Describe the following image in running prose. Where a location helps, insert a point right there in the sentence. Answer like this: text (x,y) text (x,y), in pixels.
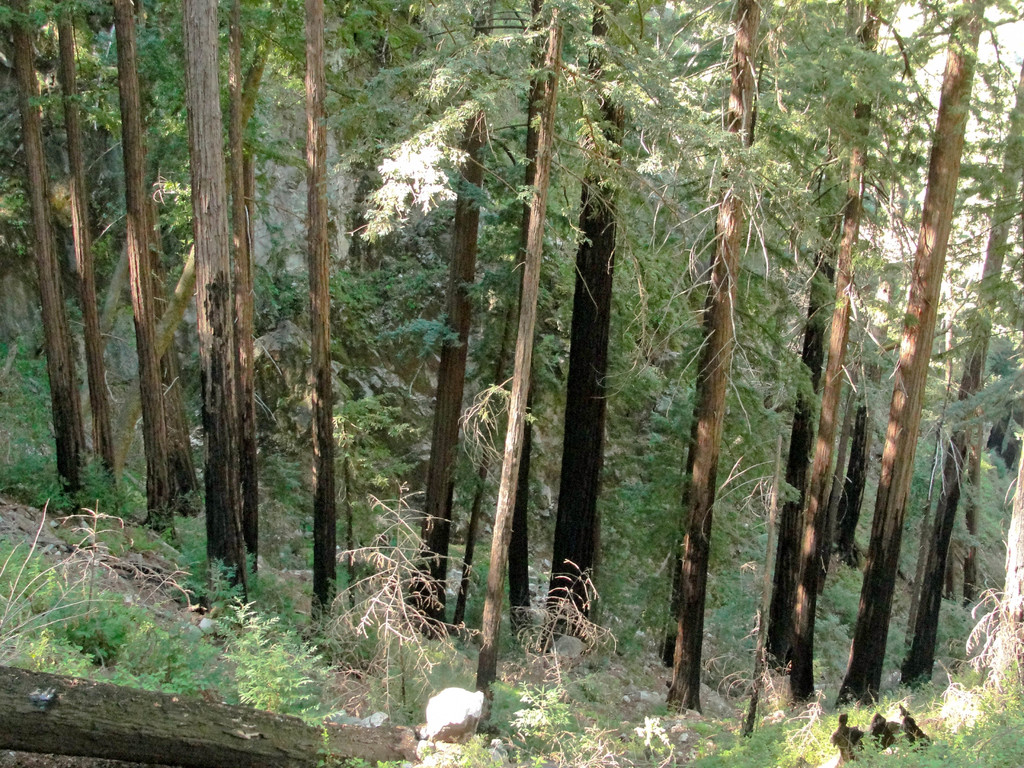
In the picture I can see trees (590,447), plants (635,458) and the grass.
